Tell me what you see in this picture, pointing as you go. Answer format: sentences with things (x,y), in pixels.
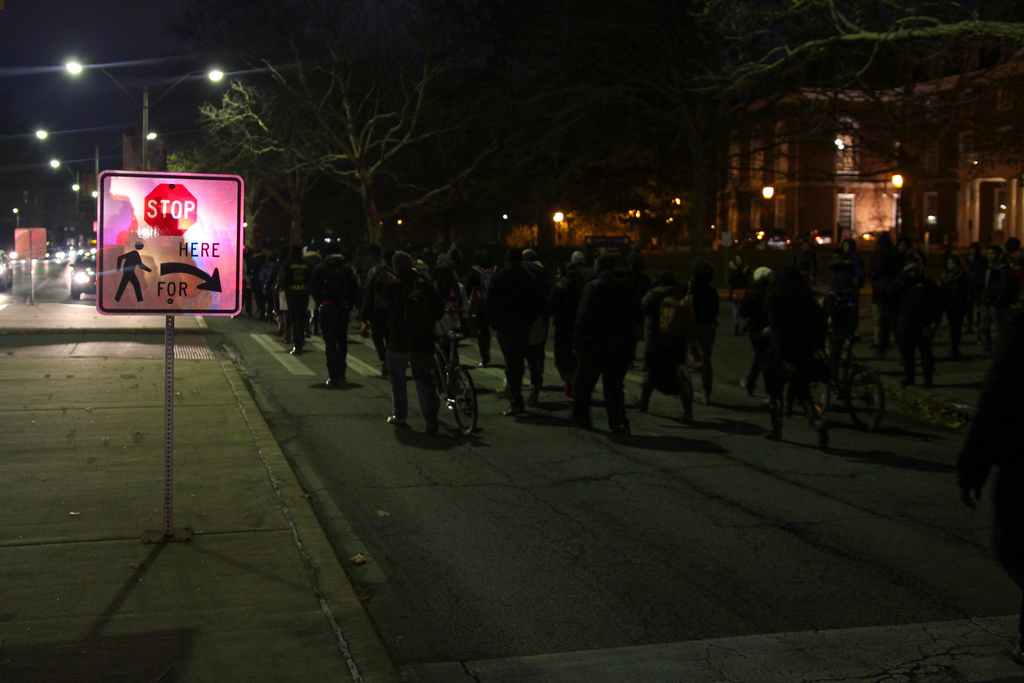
Left side of the image (210,251) we can see signboards (206,198), light poles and vehicles (79,272). Middle of the image (417,347) and right side of the image (977,175) there are people (902,272), bicycles (828,388), building (876,152) and trees (465,81).
